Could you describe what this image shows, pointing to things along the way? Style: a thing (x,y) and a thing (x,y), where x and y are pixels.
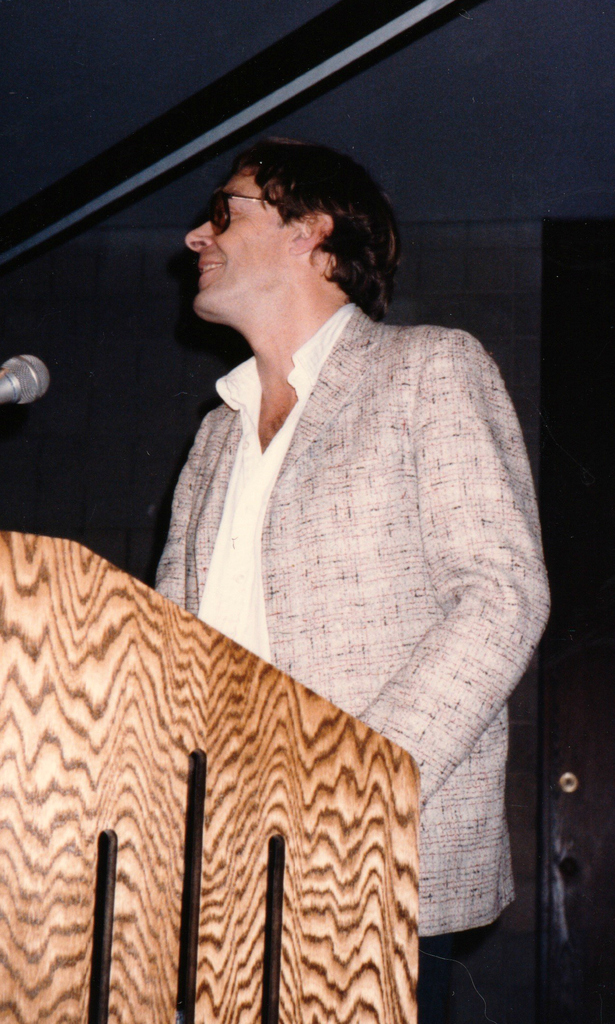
In this image we can see a person (369,450) wearing coat (337,409) and goggles (220,233) is standing in front of a podium (187,808). To the left side of the image (28,390) we can see a microphone (15,385). In the background (606,813), we can see a door (604,515).
